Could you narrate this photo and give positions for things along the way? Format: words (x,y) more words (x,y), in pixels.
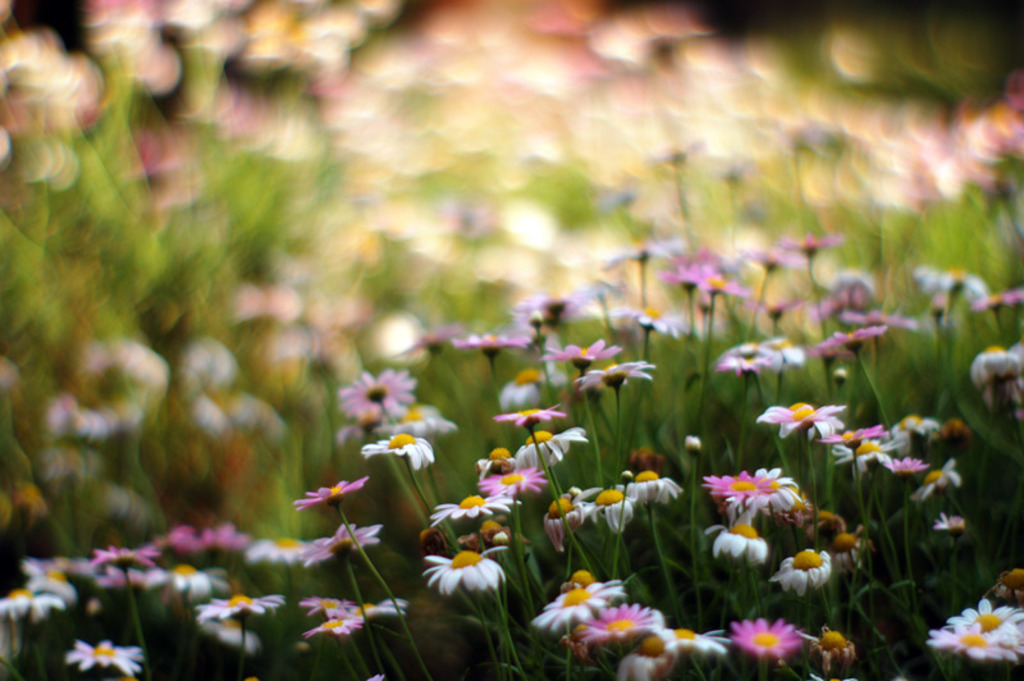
In this picture, we see flowers (718,549) and these flowers (731,531) are in white and pink color. In the background (388,234), it is in green, white and pink color. This picture is blurred in the background (537,354).
